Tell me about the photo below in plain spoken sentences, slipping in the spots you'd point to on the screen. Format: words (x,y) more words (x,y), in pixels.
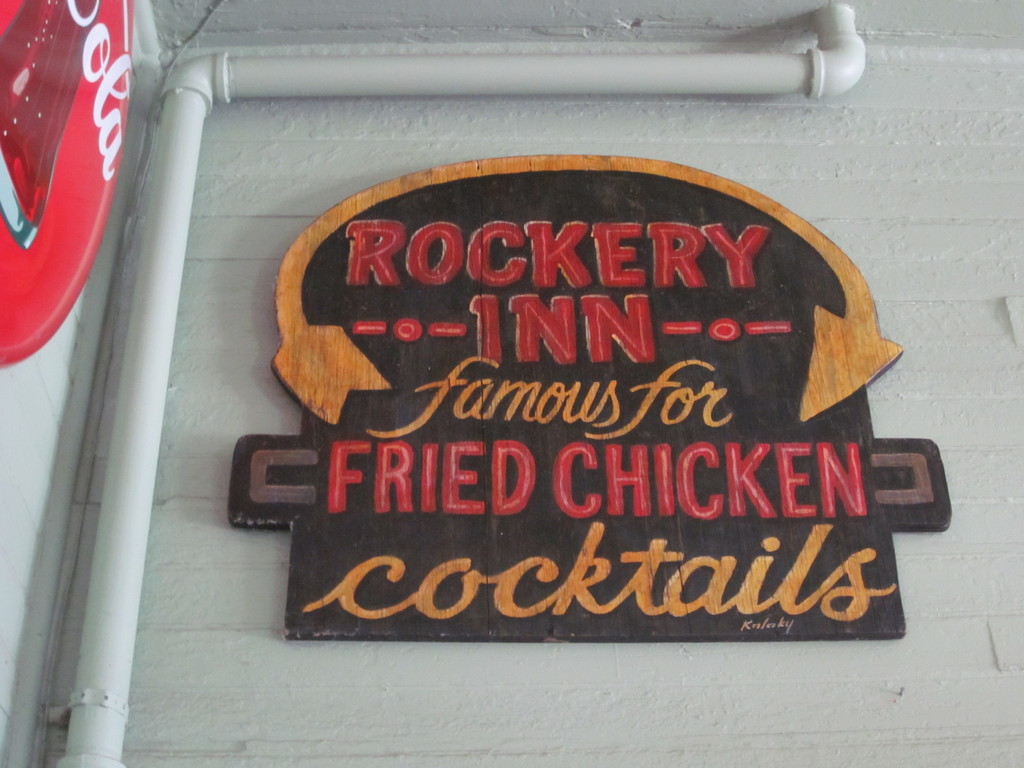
In this image we can see a board (622,472) on the wall (391,170). On the left side of the image (142,247) we can see pipeline (94,660) and board (84,167).
